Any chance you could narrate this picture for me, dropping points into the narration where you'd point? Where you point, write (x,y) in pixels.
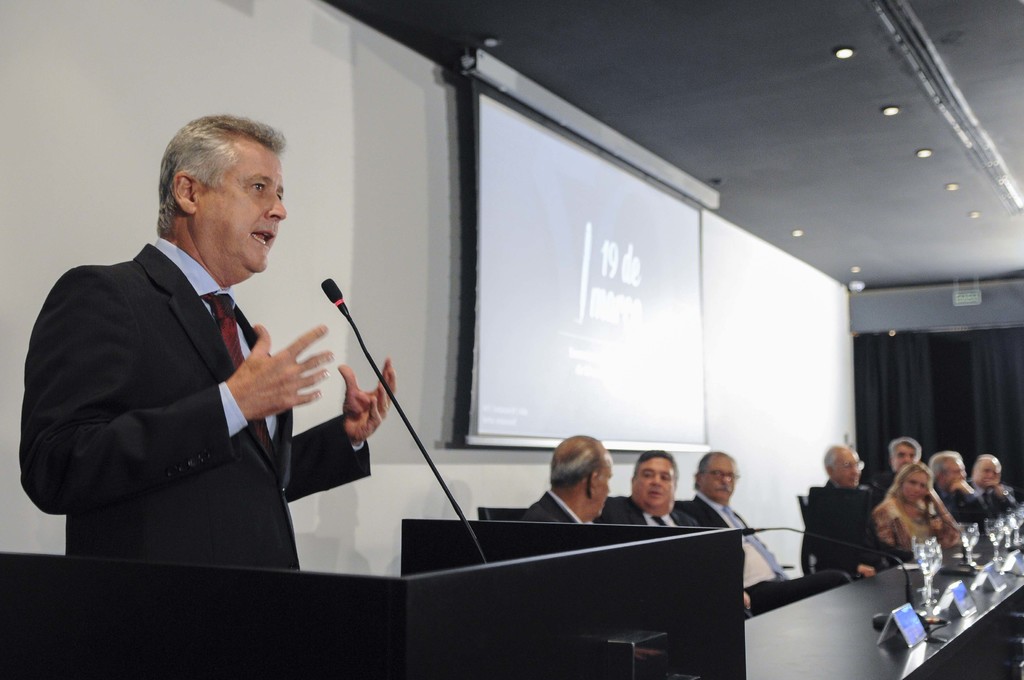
In this picture, we can see a few people (606,497) sitting, and a person (221,374) is standing, we can see podium (489,590), table (977,606), and some objects (999,585) on table (953,626) like glasses (929,594), microphones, and we can see the wall (729,344) with screen (661,329), curtain (990,360), and the roof (852,153) with lights (975,216), and some object (972,292) attached to it.
